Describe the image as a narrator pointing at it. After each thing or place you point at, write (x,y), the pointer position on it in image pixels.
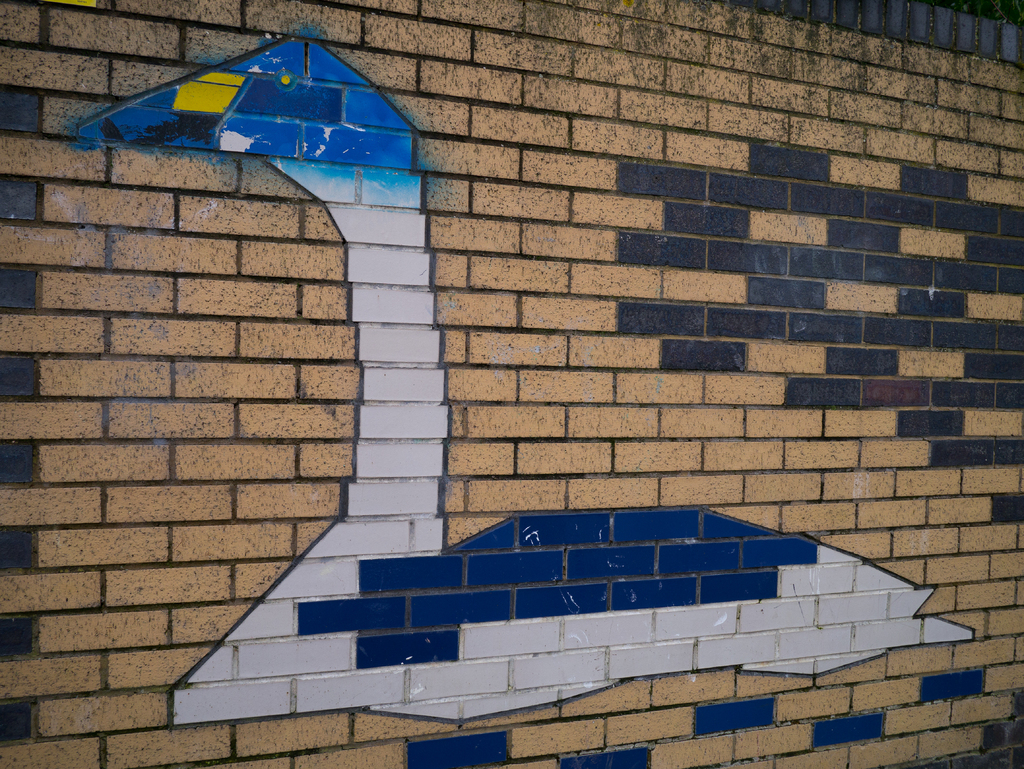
In this image there is a brick wall (674,286) on which there is a painting (317,169) of a duck (579,631) with different colors.
